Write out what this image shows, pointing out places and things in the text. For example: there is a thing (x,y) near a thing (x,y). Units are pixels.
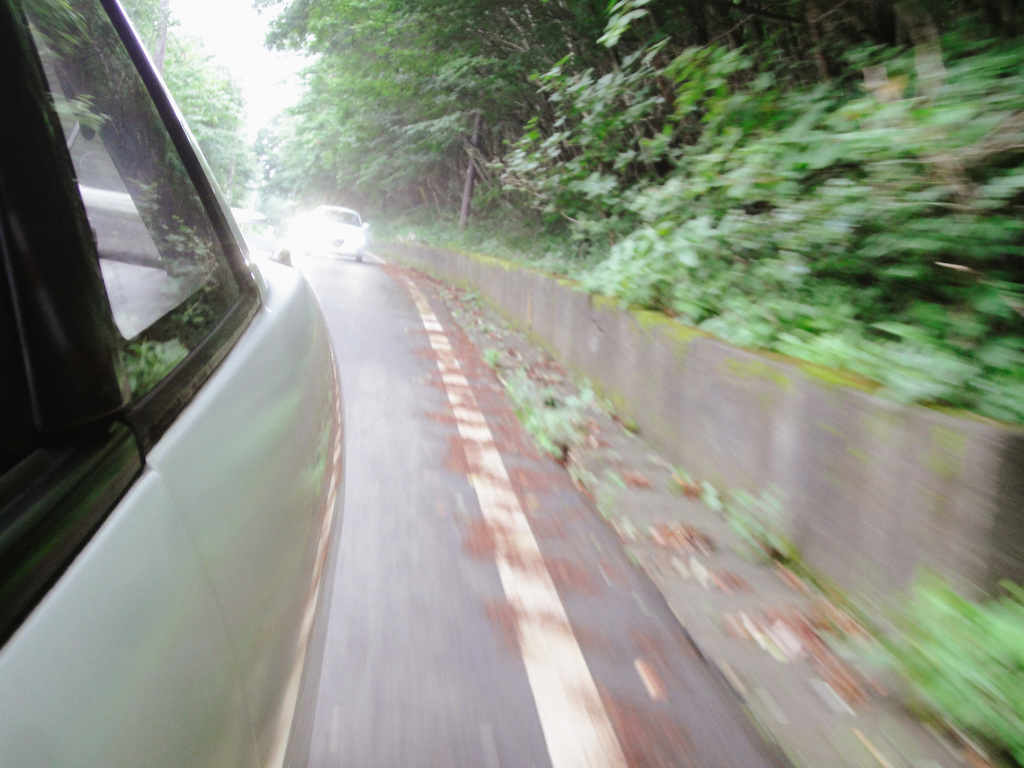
In the image we can see there are vehicles (225,283) on the road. Here we can see the tall, grass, plants (795,174), trees (482,76) and the sky (266,59).
